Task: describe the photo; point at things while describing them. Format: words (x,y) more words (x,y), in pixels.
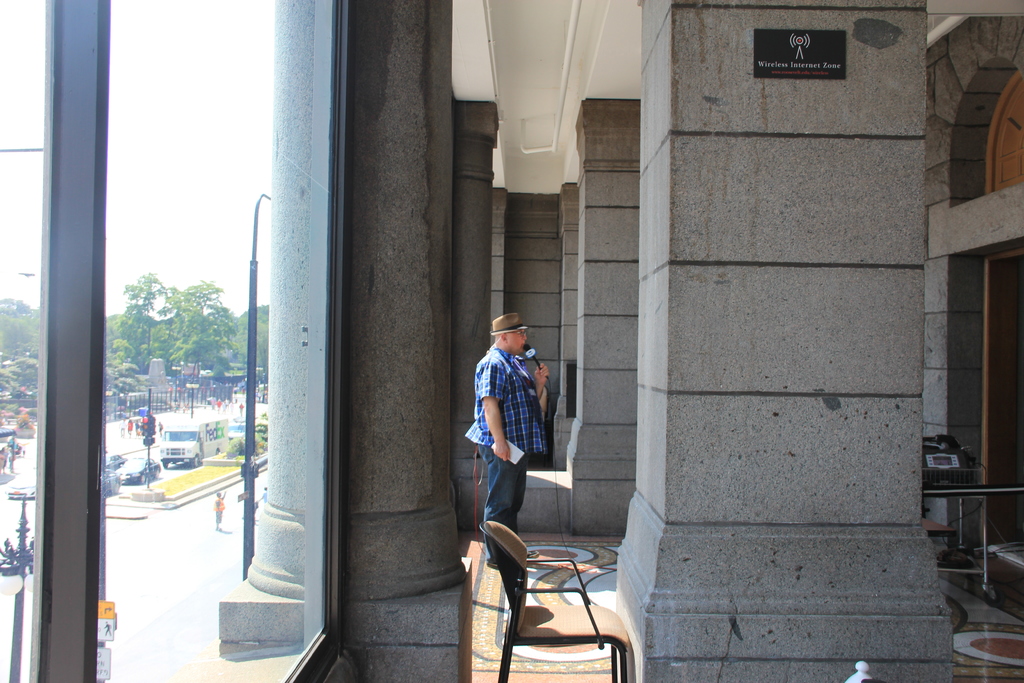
In this image I can see the inside view of a building (733,375). There is a person (522,440) holding paper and mike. There is a table (985,551), chair (568,632), name board (818,61) and there are pillars (581,359). Also there is a glass window (217,463) and through the glass window (135,448) I can see people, poles (252,305), vehicles (120,465), trees (107,327) and there is sky (134,158).
